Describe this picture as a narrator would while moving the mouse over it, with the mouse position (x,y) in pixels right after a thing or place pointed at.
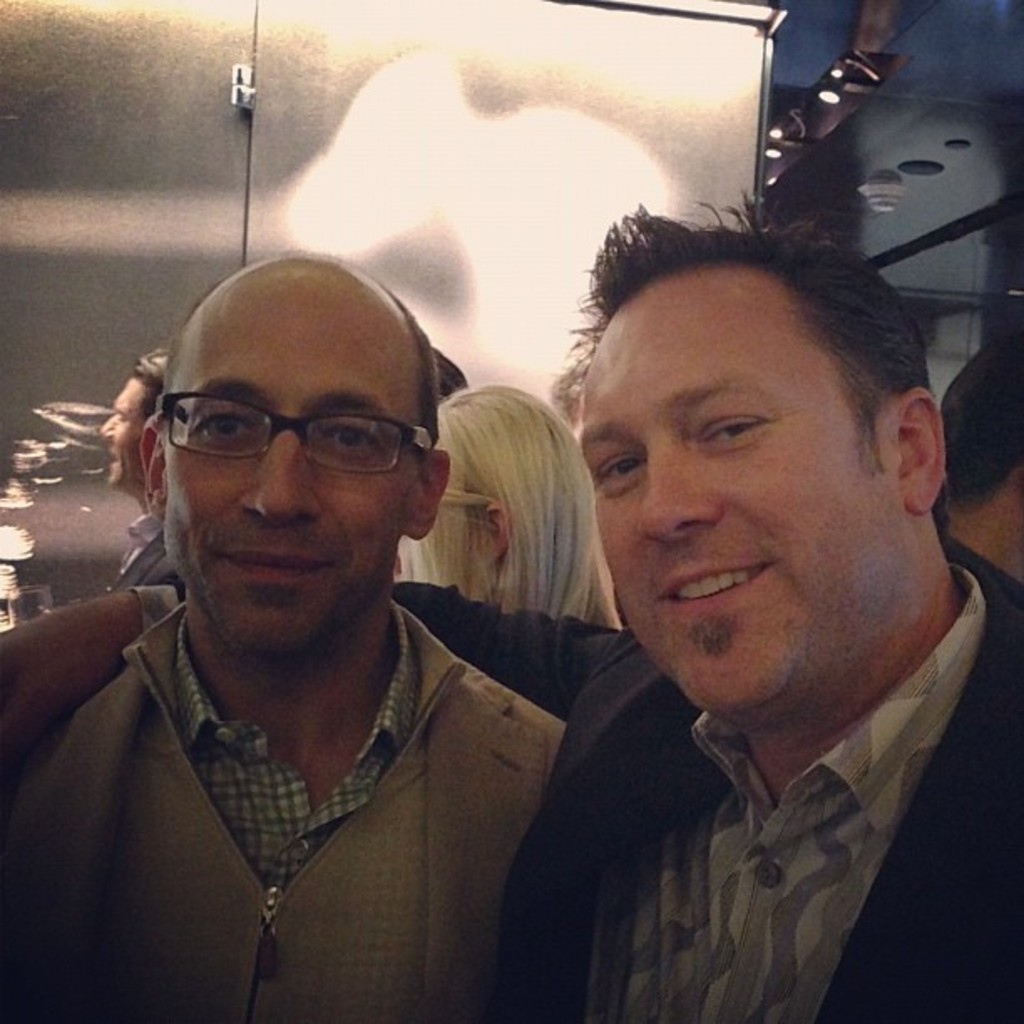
In this picture we can see two people (487,775), they are smiling, one person (523,799) is wearing a spectacles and in the background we can see a group of people (509,538), roof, lights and some objects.
